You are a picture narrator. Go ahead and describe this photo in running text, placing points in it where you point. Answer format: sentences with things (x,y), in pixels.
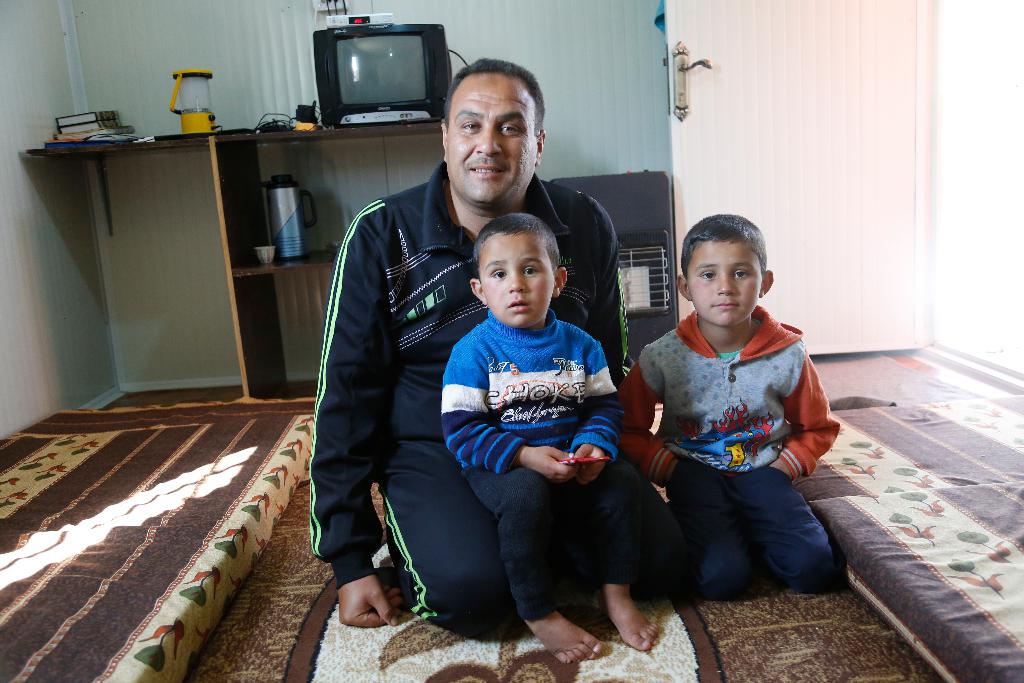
In this picture there is a man (419,317) wearing a black color jacket (419,322) is sitting on the carpet (432,655) with small children (556,451), smiling and giving a pose into the camera. Beside there is a boy (709,398) wearing grey and orange color hoodie (783,394) looking into the camera. Behind there is a wooden table (250,143) with television (356,123) on the top (215,143). In the background (428,143) there is a white wall (138,120) and door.
